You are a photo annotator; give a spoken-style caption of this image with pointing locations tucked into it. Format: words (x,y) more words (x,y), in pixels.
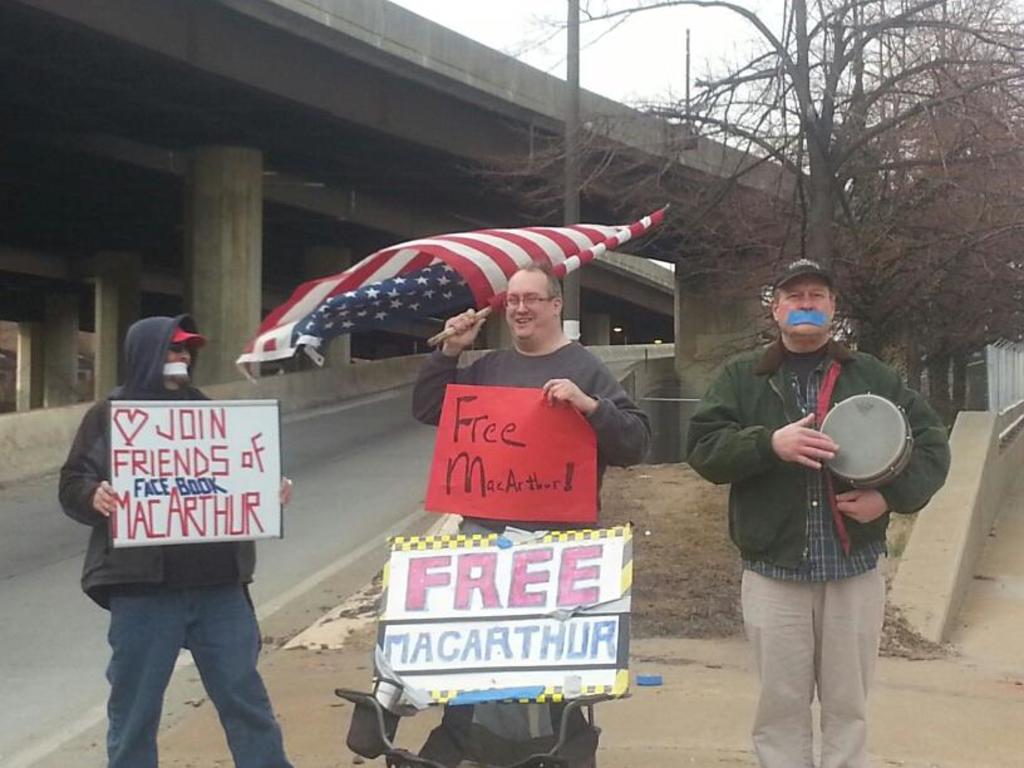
In this image I can see 3 men (584,394) standing in front (435,379) and the man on the left (292,486) and the man (536,314) in the center (476,401) are holding boards (165,508), on which there is something written and the man (463,381) in the center (517,367) is also holding a flag (501,279) and the man (878,583) on the right (855,483) is holding a musical instrument (872,475). In the background (17,557) I can see the road (4,591), a bridge (371,244), a pole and the trees (735,298).
